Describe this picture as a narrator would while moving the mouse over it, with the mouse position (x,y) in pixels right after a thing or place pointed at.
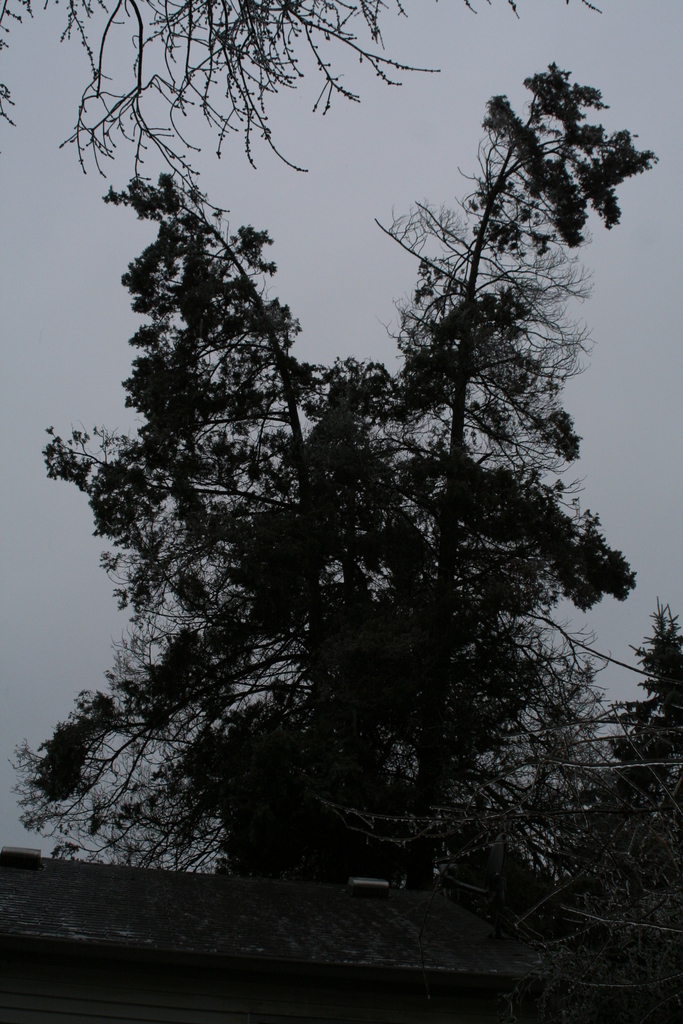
In this picture I can see trees (419,573) and a wall (96,1022) and I can see a cloudy sky (23,251).
